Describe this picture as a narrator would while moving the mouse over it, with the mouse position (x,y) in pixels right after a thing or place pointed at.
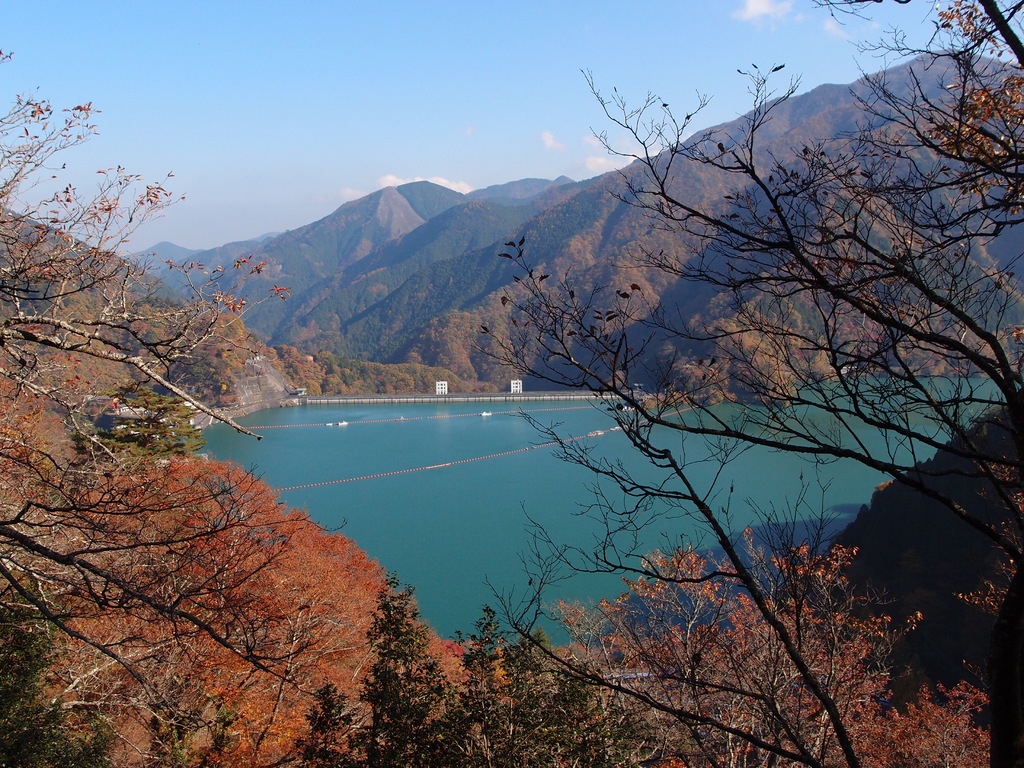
As we can see in the image there are trees (539,684), hills (390,319), water (440,484) and a sky (503,126).
